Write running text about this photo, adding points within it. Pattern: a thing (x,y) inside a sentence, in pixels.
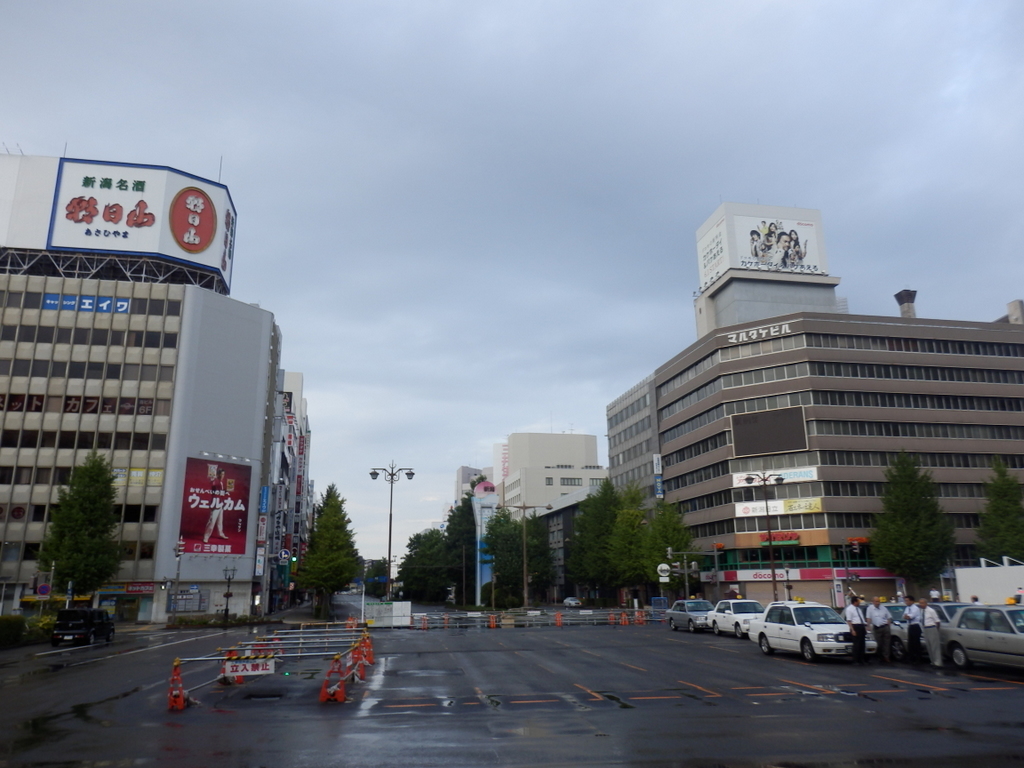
In this image there is a road (855,756), on that road (887,671) there are cars (952,635) and persons (914,630) are standing, in the background (497,535) there are buildings (871,491), trees (334,565), poles (71,594), at the top of the building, there are hoardings (123,226) on that hoardings (737,242) there is some text (816,265) and pictures (773,243) and there is the sky (524,201).
